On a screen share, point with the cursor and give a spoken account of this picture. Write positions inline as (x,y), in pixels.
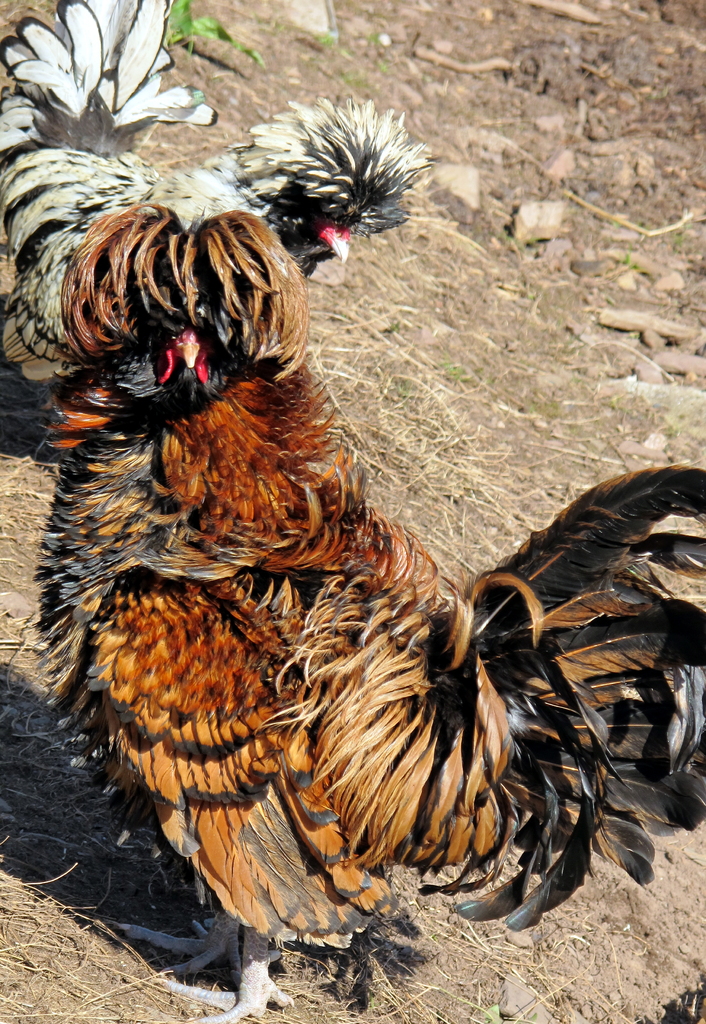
In this picture we can see two hens (271,625) are on the surface (365,363).
